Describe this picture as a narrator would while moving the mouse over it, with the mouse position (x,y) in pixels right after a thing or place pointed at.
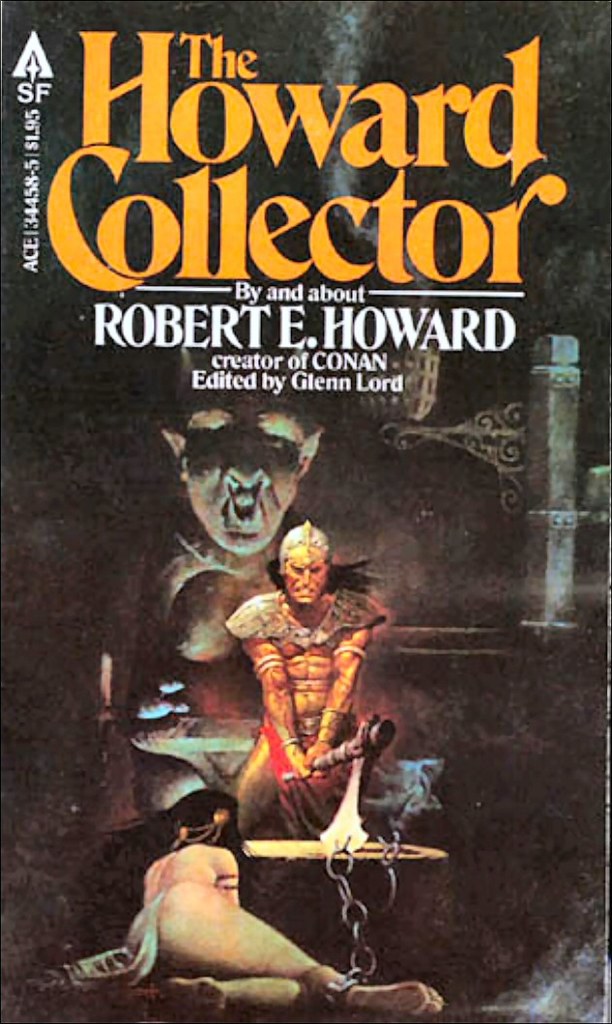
In this image, we can see a cover page (477,692) contains two persons (216,909) and some text (213,326).
